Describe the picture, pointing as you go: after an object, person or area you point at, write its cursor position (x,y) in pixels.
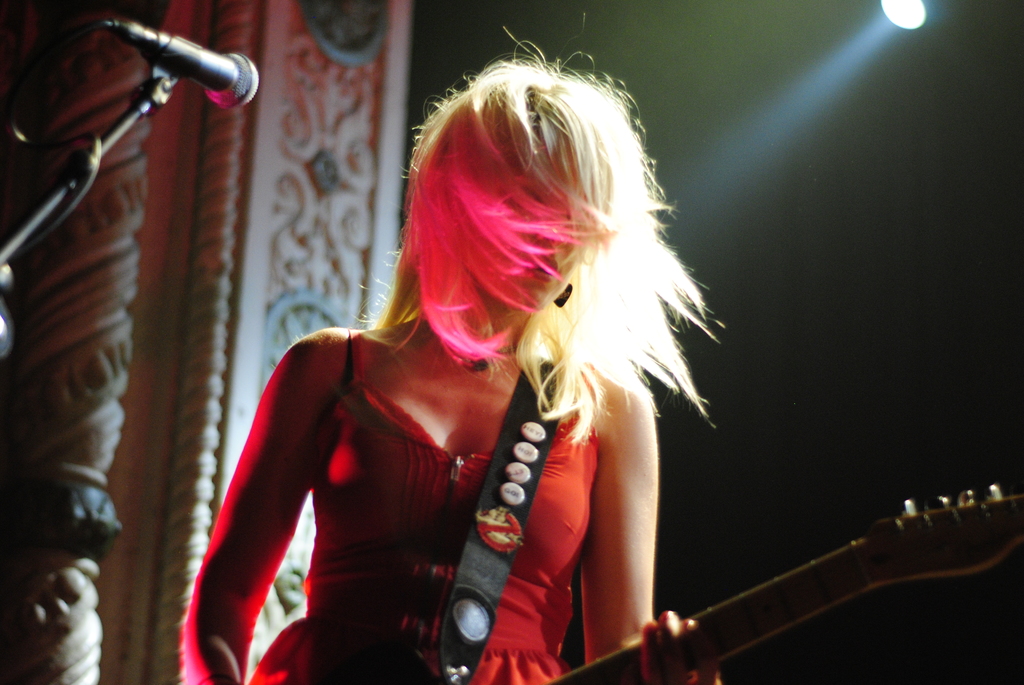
In this image i can see a woman (575,447) standing and holding a guitar (632,670) in her hand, i can see a microphone (230,69) in front of her.
